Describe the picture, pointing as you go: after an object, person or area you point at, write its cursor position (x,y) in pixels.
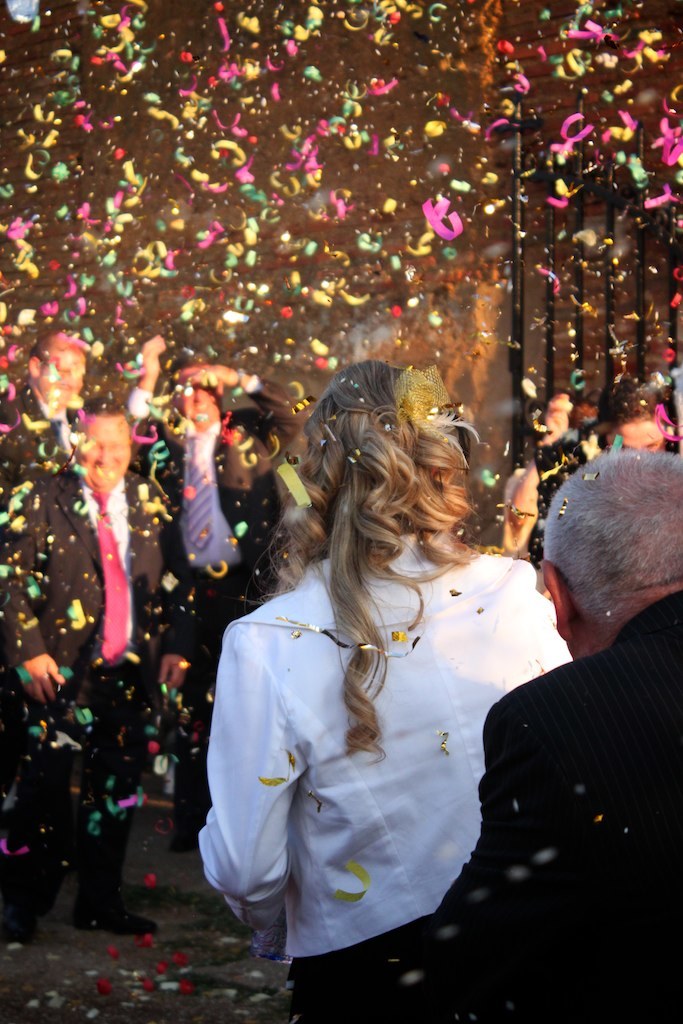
In this image I can see number of people (332,613) are standing. I can also see number of colourful papers (117,67) in air. In the background (642,151) I can see few black colour poles (552,334).
